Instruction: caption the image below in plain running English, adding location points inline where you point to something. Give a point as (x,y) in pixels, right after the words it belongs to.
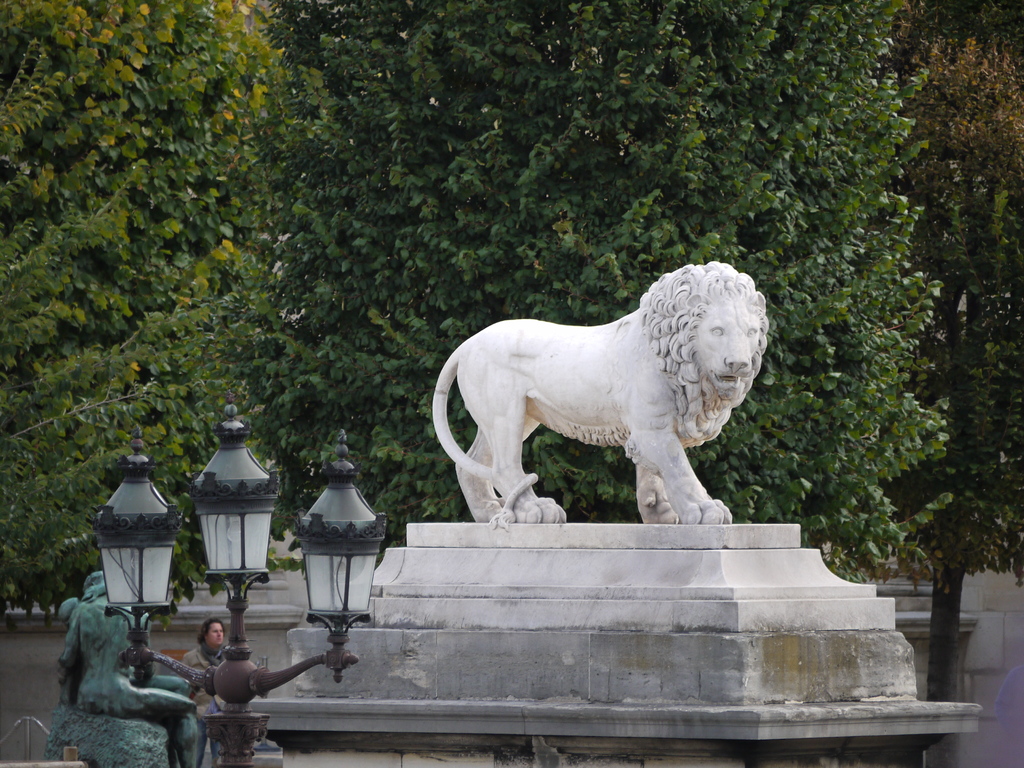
In this image I can see a animal sculpture (641,376), at the bottom (94,690) I can see a green color sculpture (123,683) and lights (359,533) and a person (208,625), at the top I can see trees (504,201).
